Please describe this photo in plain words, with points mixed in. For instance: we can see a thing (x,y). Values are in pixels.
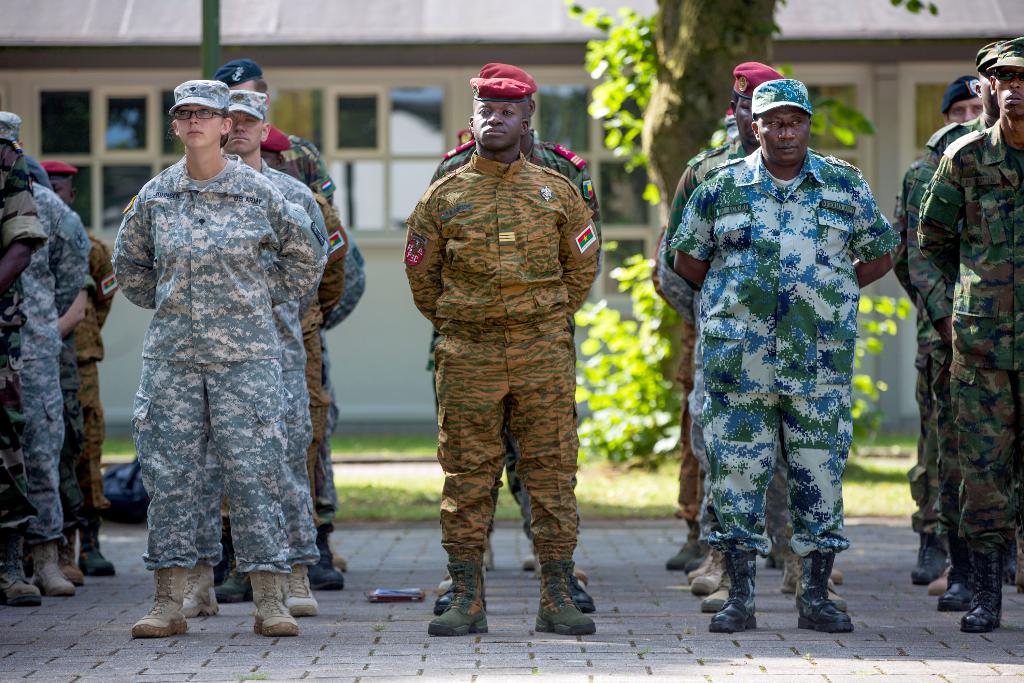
As we can see in the image in the front (94,285) there are few people (981,421) wearing army dresses (578,249). In the background (109,364) there is a house (109,364), plants (640,368), tree stem (753,47) and grass (415,485).
